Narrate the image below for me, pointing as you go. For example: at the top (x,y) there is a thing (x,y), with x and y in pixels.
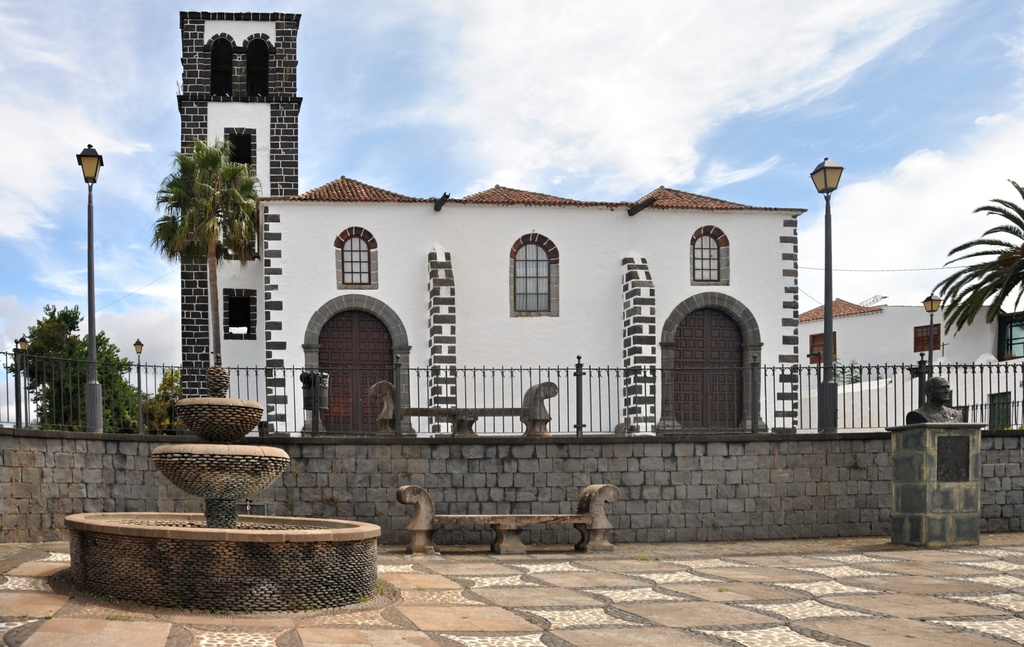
In this image there is a fence (520,407). Before it there is a bench (602,527) on the floor (400,593). Left side (204,557) there is a fountain (199,486). Right side (937,396) there is a statue (940,414) on the pillar (944,474). Behind the fence (912,404) there are few street lights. There are few buildings (367,320). Background (35,328) there are few trees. Top of the image (836,103) there is sky (855,206) with some clouds (855,206).
